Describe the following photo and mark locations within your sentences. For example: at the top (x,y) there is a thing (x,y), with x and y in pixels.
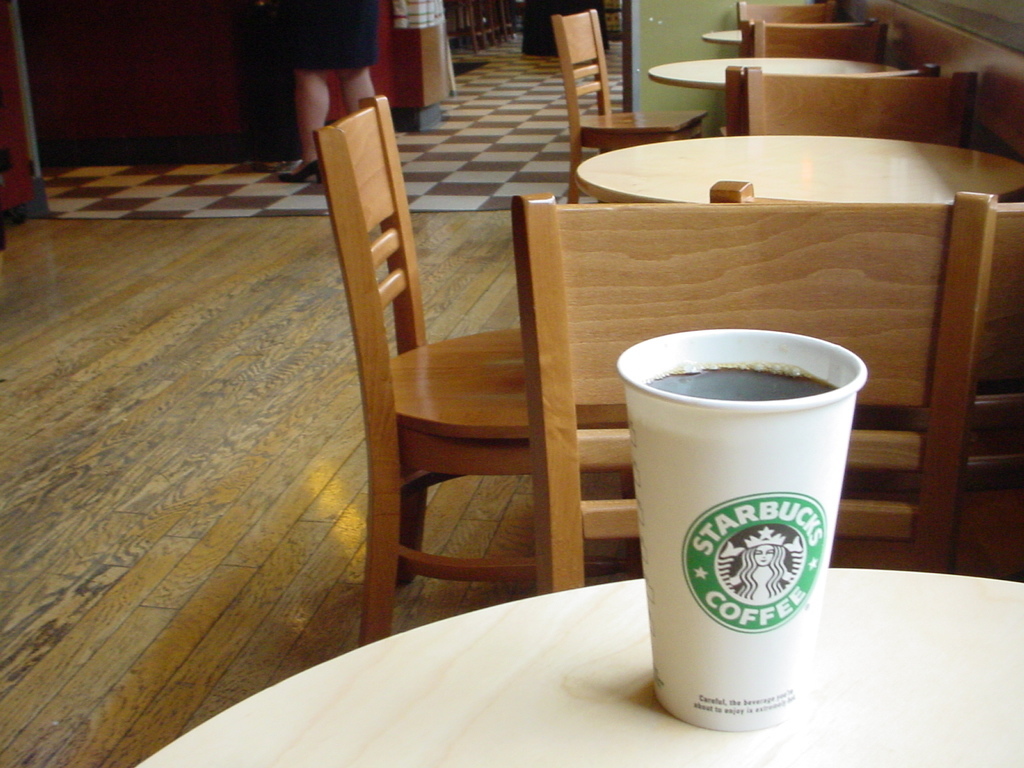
In this image, There is a table (862,729) which is in white color on that there is a glass (724,502) which contains some liquid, There are some chairs (690,305) which are in brown color, In the left side (334,305) there is a floor (342,309) which is in brown color, There are some people (336,46) standing.
